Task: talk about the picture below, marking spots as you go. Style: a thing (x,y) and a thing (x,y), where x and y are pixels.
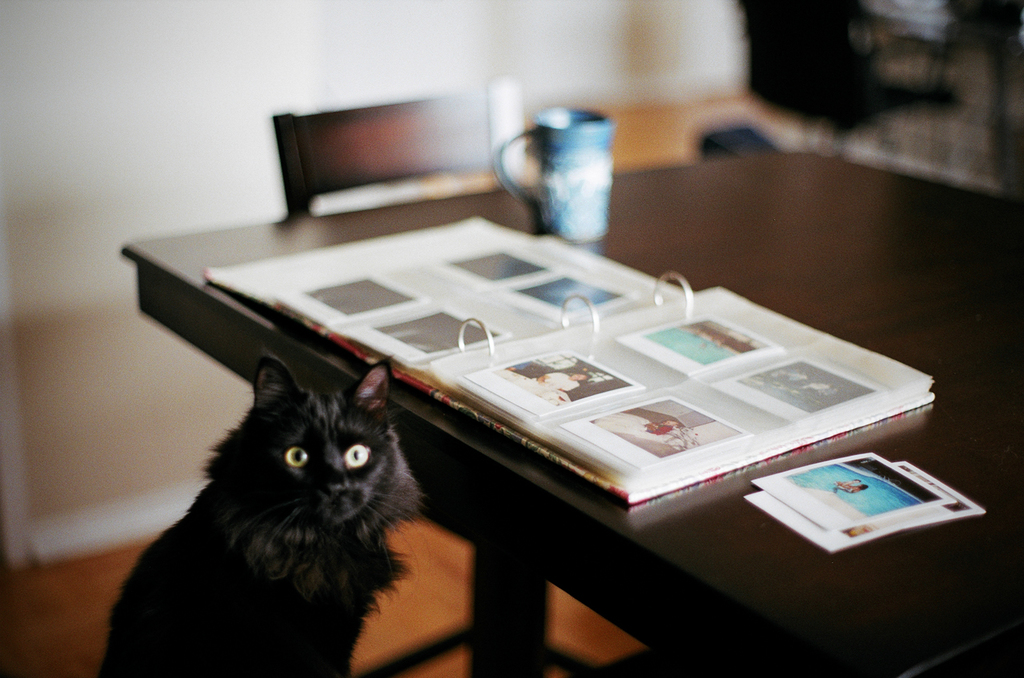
This picture shows a album (587,283) and we see couple of photos (838,491) on the table (962,346) and we see a cup (606,202) and a chair (480,134) and we see a black cat (296,405).
